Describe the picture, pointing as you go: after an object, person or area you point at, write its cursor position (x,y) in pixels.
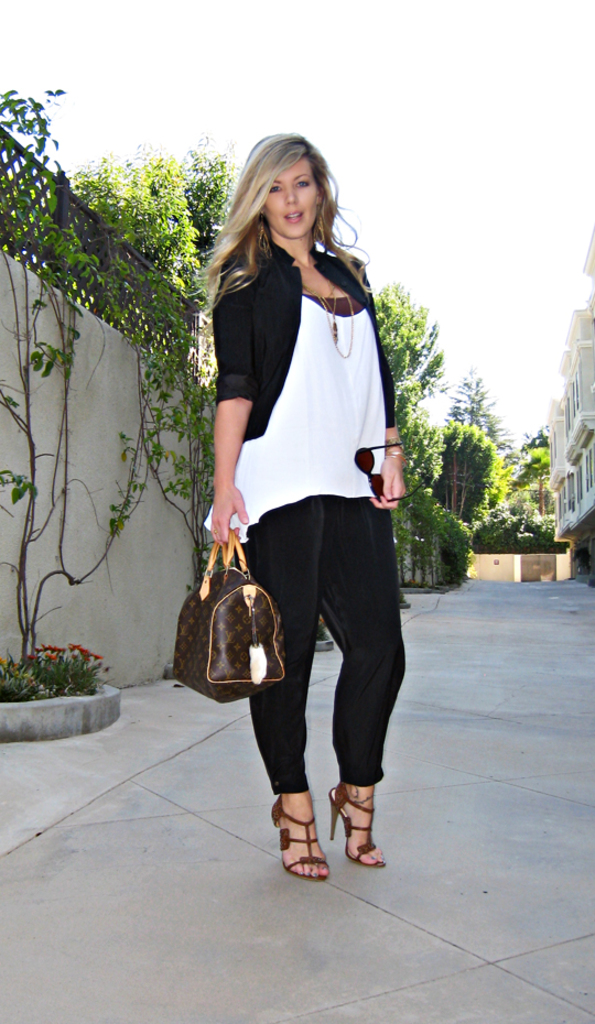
In the picture we can find one woman (226,486) standing on the path (61,781). In the background (462,542) we can find plants (452,538), wall (127,347), sky (437,222), and some trees (479,406). She is holding a handbag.
